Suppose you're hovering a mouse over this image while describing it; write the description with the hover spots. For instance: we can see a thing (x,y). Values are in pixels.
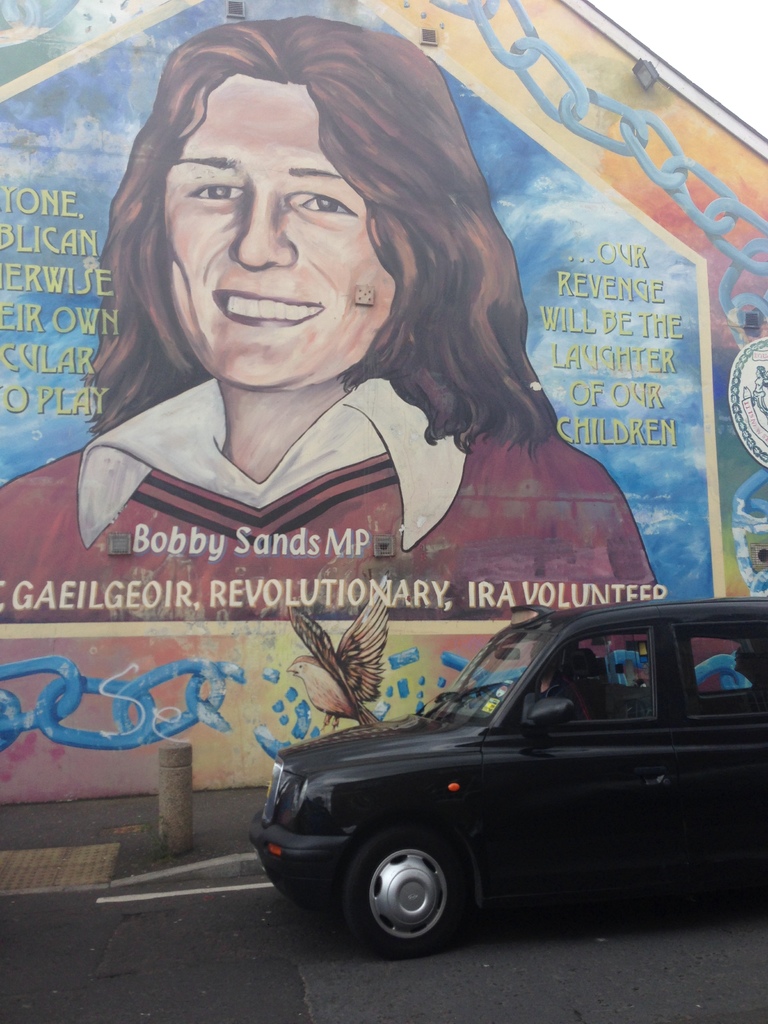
In this image there is a road (549,943), on that road (609,974) there is a car (424,908), in the background (137,84) there is a wall (631,57) for that wall (362,667), there is painting (36,210) of a man (262,75) and some text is written on that.
